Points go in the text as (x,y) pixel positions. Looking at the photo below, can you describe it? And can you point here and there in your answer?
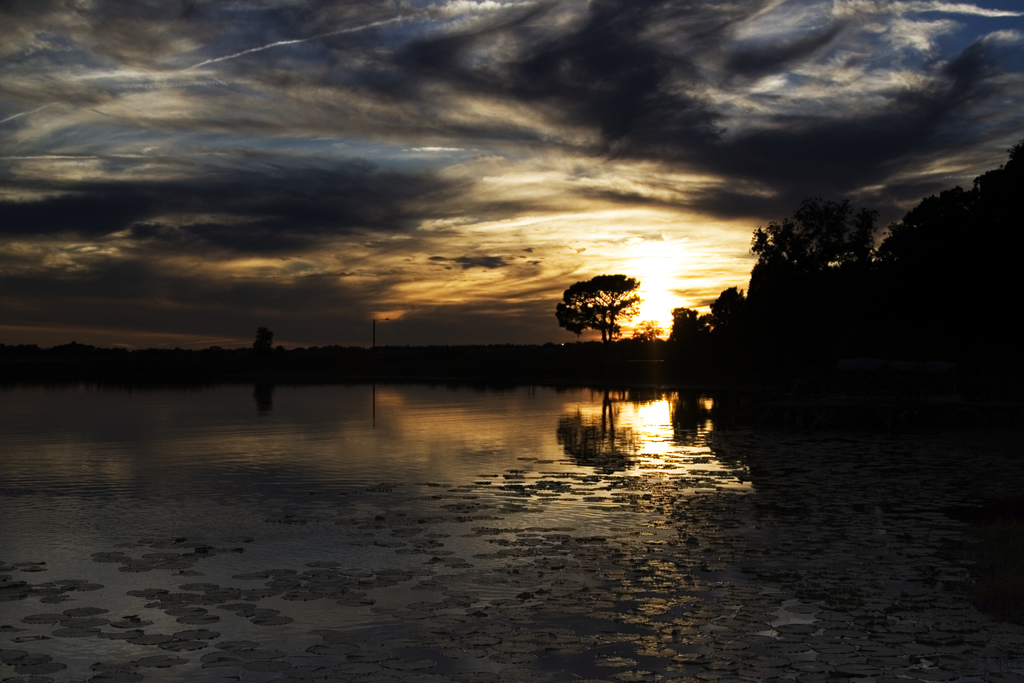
In this image I can see the water (640,550). In the background (502,369) I can see the pole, many trees (696,333), clouds (498,133) and the sky (262,114).
